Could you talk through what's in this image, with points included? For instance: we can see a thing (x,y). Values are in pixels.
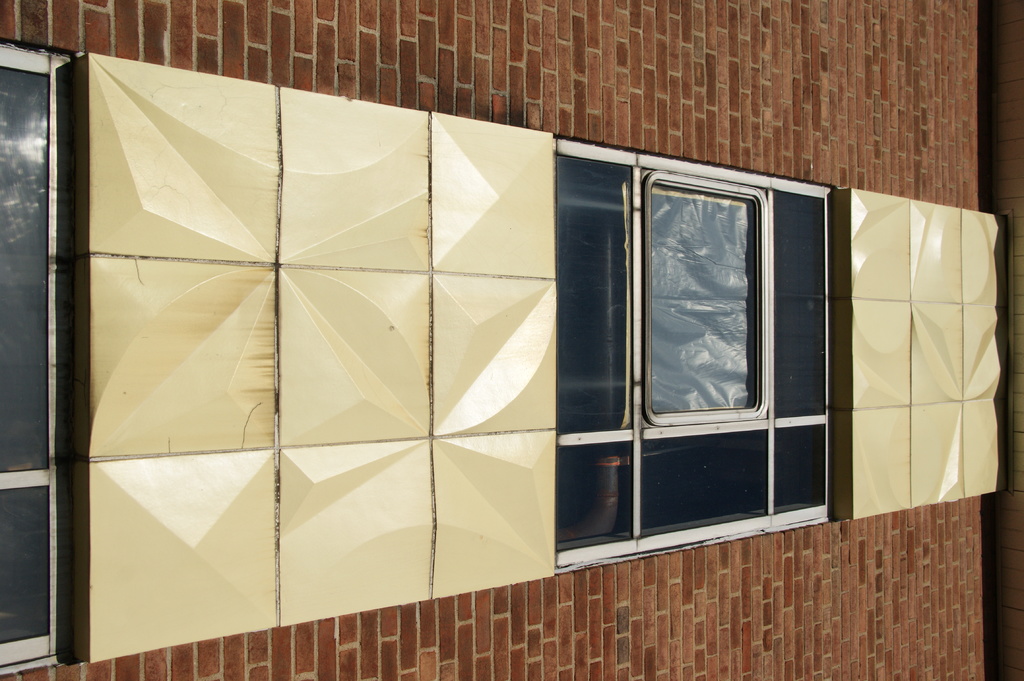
In this picture we can see tiles (309,315), windows (638,324) and the wall (814,98).
